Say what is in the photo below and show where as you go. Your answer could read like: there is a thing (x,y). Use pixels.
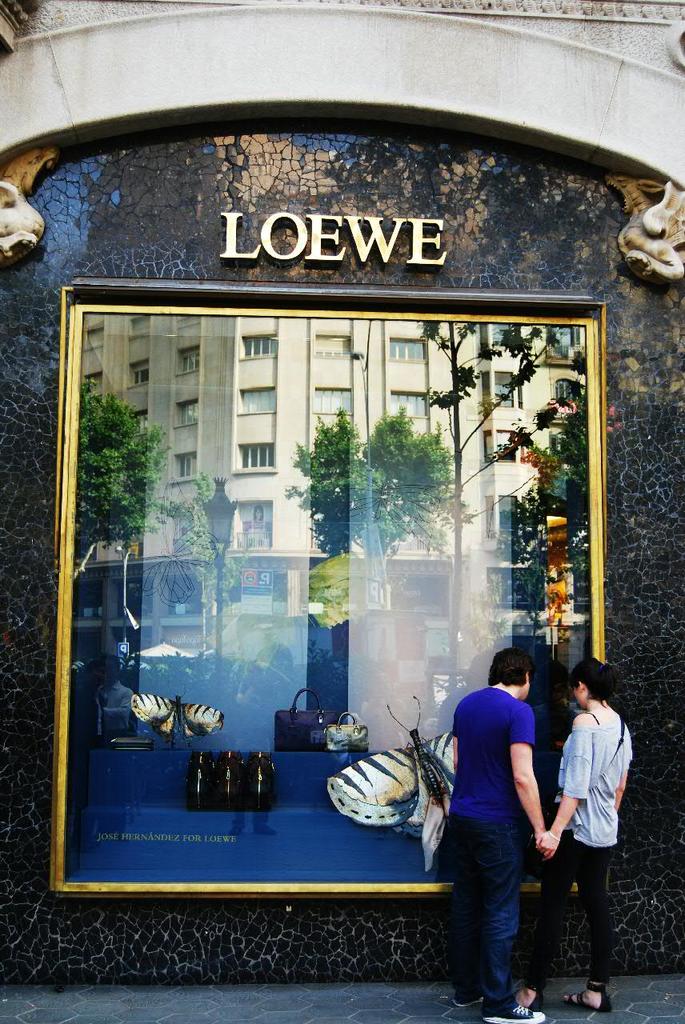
In this image, we can see two persons (529,808) wearing clothes (492,777) and standing in front of the display window (422,626).
